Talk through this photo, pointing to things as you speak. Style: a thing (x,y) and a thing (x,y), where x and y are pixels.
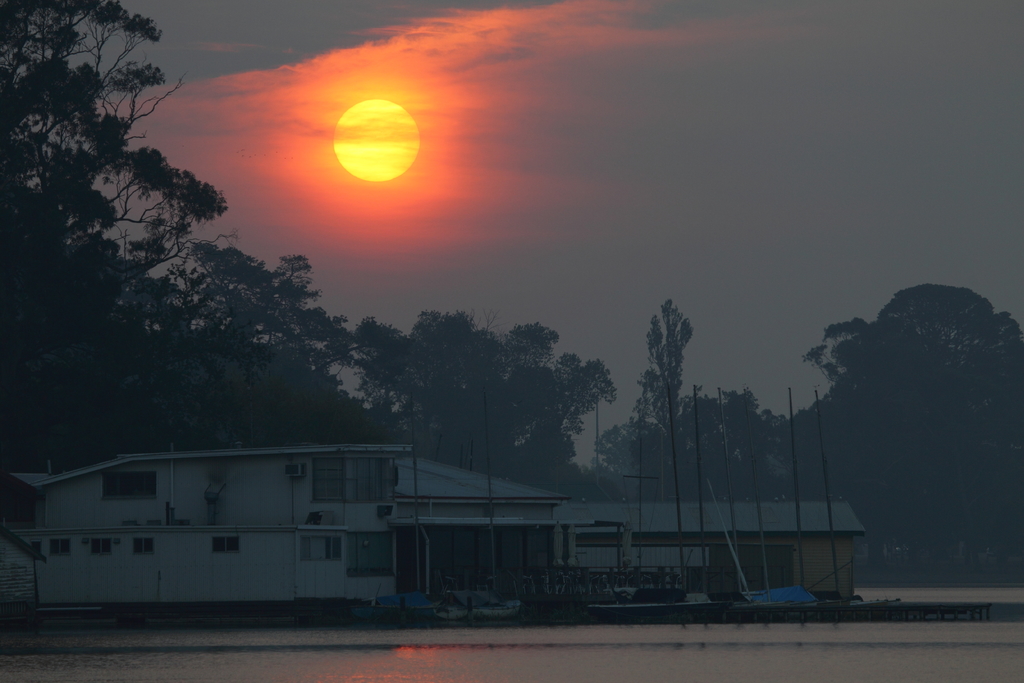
In this image I can see few buildings (488,545). In the background (510,416) I can see few trees (762,428) and the sun (355,157) is in yellow and orange color and the sky (673,116) is in white and gray color.
